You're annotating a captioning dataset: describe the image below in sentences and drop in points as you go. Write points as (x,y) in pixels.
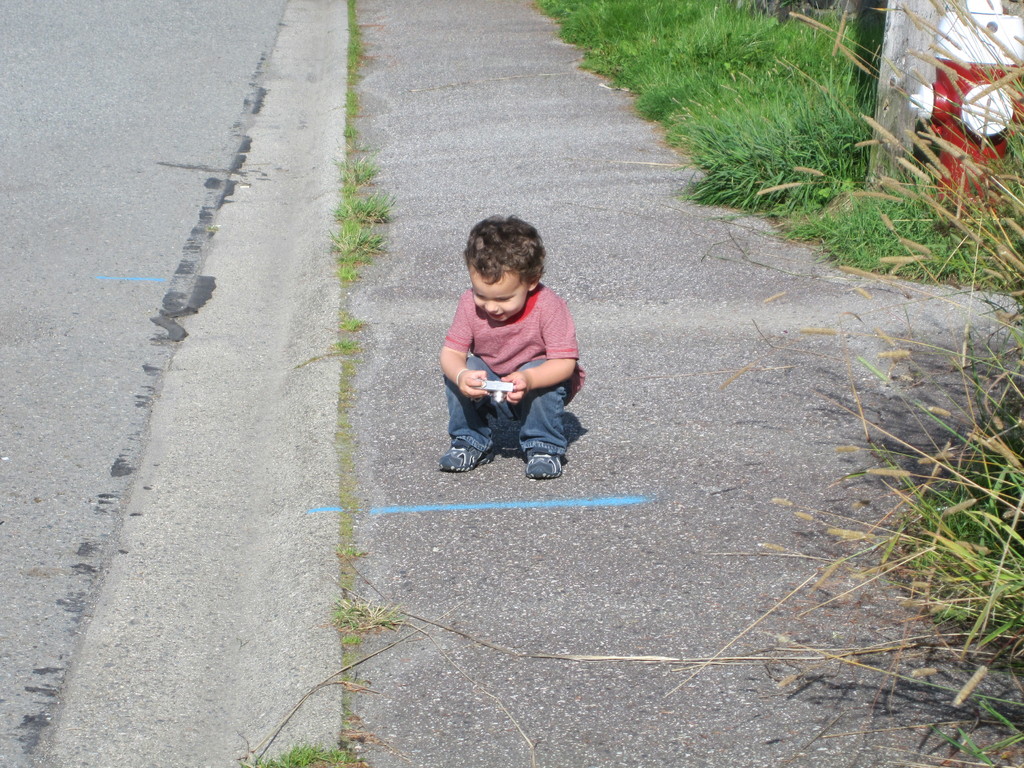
In this image I can see a child (473,354) on the road (494,453) and wearing red top (534,344) and jeans (533,404). Back I can see a green color grass (755,115). I can see a red and white color fire hydrant (969,129).
